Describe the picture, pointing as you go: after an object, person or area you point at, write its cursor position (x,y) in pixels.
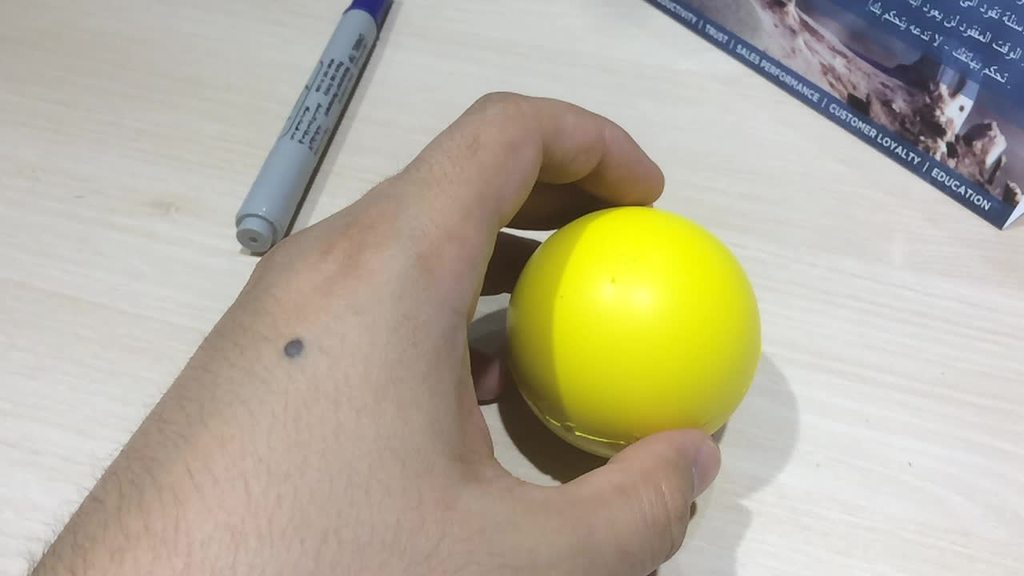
In this image, we can see a hand (334,354) holding a ball (622,413) which is colored yellow. There is a marker (341,109) at the top of the image (347,60). There is a card (871,62) in the top right of the image (770,77).
